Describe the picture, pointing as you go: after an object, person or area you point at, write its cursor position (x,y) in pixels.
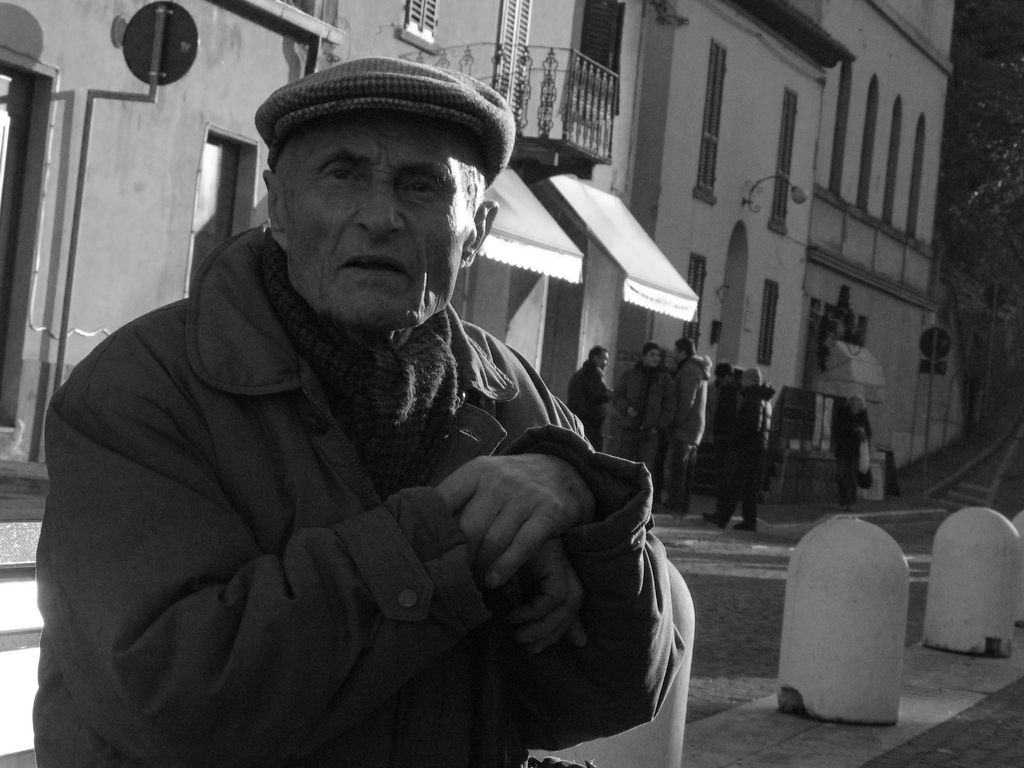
An old man (412,530) is there, he wore a coat (267,531). This is the building (680,157).
